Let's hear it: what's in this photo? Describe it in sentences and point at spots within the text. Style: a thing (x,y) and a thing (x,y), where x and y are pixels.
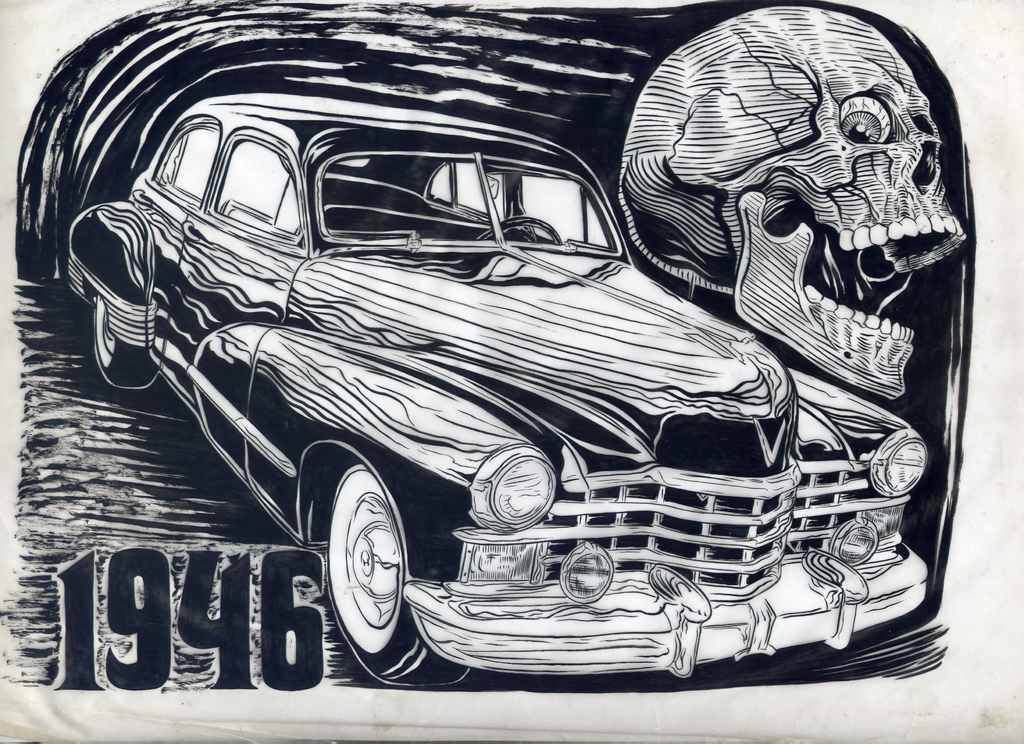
In this image we can see a paper (389,394) and on the paper (766,144) there is a car (459,287), a number (233,588) and a skull diagram (842,208).
